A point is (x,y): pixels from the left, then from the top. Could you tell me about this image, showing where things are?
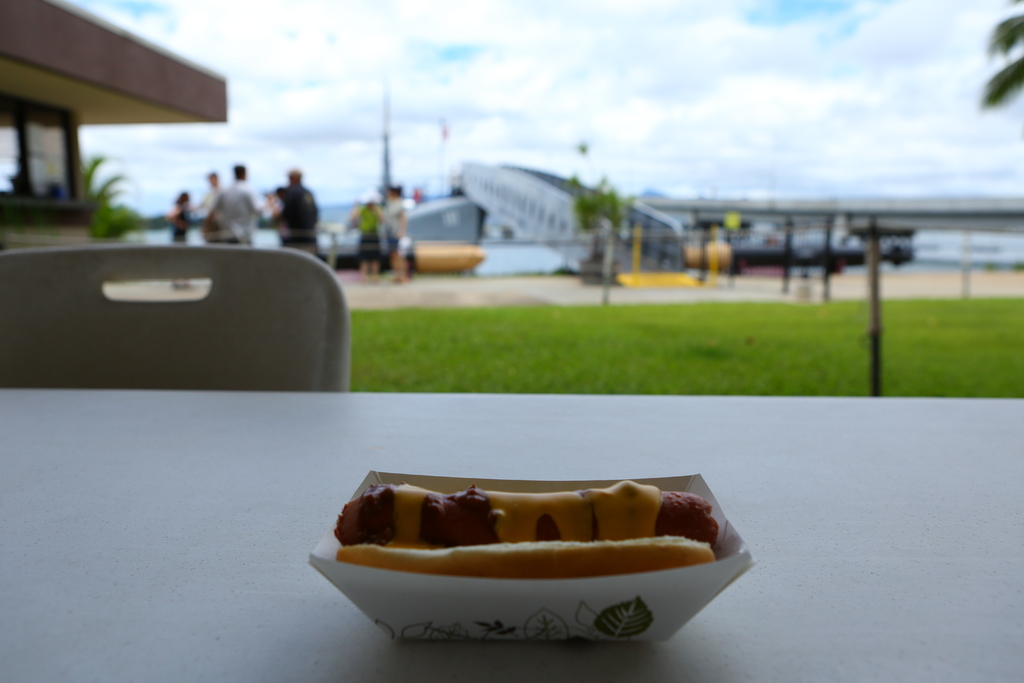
In this picture we can see a hot dog (372,517) on a table (40,411), chair (124,332), grass (441,369), building (68,57), trees (603,217) and some people (395,188) and in the background (270,119) we can see the sky (529,57) with clouds (471,155).
